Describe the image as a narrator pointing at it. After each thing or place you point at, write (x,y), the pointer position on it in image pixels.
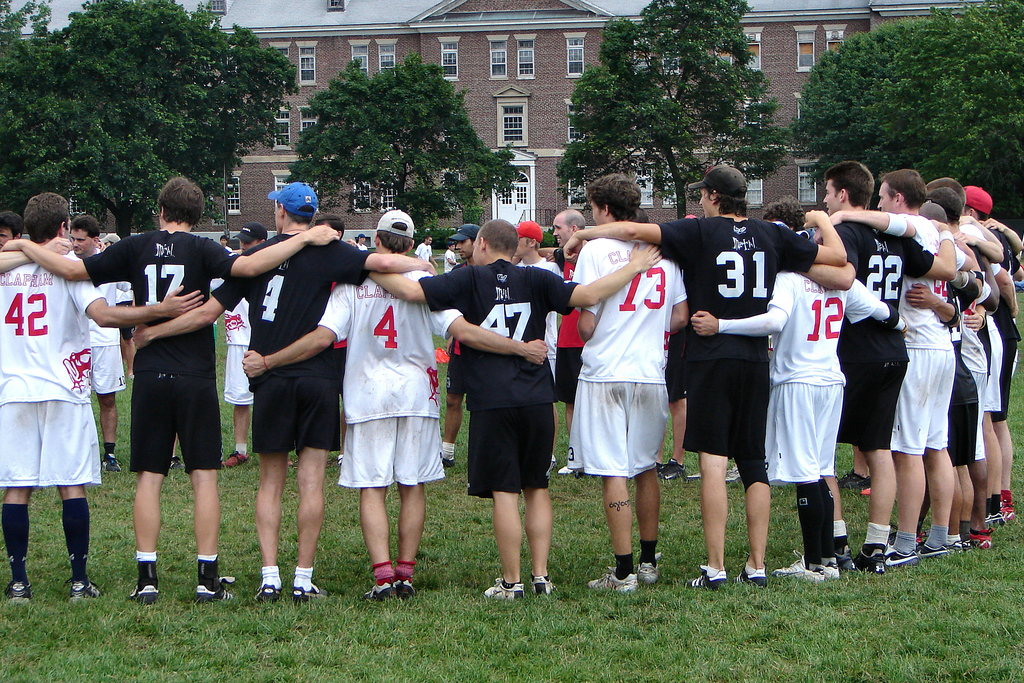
In this picture we can see the group of players (349,313) in the ground (177,470) holding their hands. Behind there are some trees (975,32) and brown color brick building (540,111).
